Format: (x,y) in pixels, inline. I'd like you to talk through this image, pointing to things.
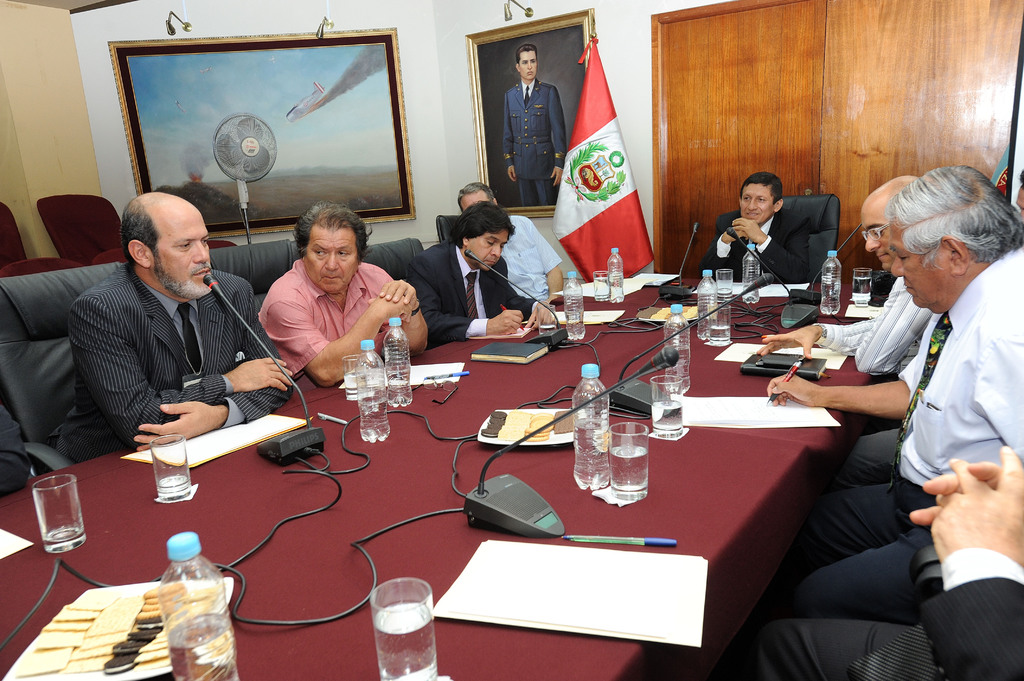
In this picture, here we have table (340,568) around which some persons (445,305) are sitting. It looks like round table conference. On the table (209,484), we have glasses (84,539), water bottles (215,612), plates (111,593) containing biscuits (143,617), papers (655,558), books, pen (646,542). And in the background (455,74) we can see a wall (411,57) on which photo frames (203,153) are present and here the left most person (231,364) is having microphone (272,360) in front of him and seems like he is delivering a speech.
